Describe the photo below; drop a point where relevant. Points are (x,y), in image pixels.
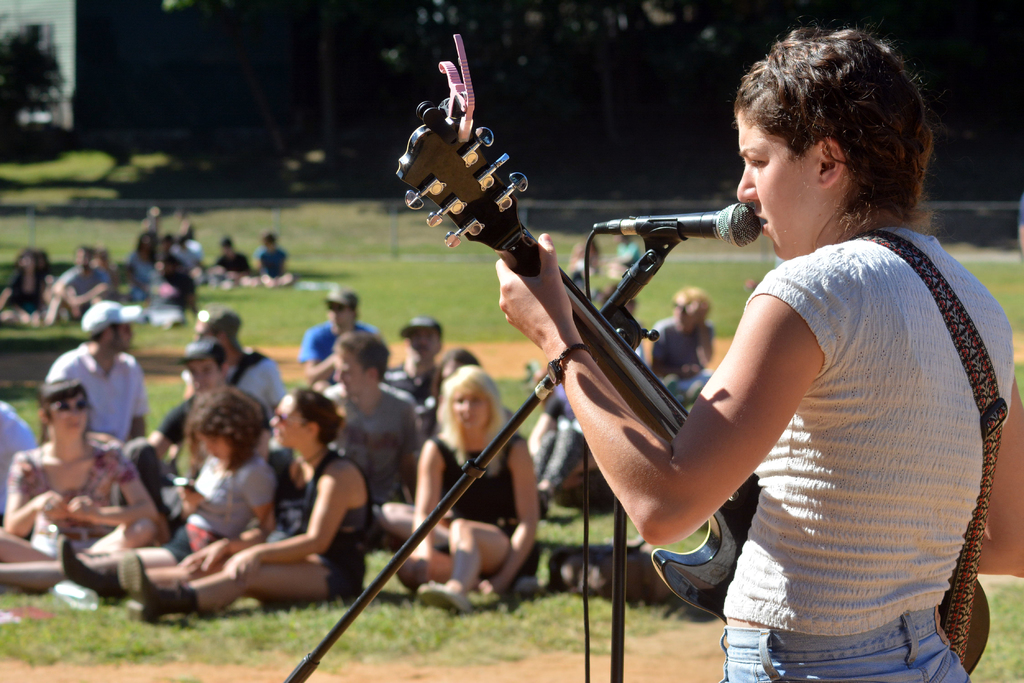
In this image, on the right side (911,572), we can see a person (848,356) standing and holding a guitar (480,187), there is a microphone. We can see some people (198,494) sitting on the grass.
